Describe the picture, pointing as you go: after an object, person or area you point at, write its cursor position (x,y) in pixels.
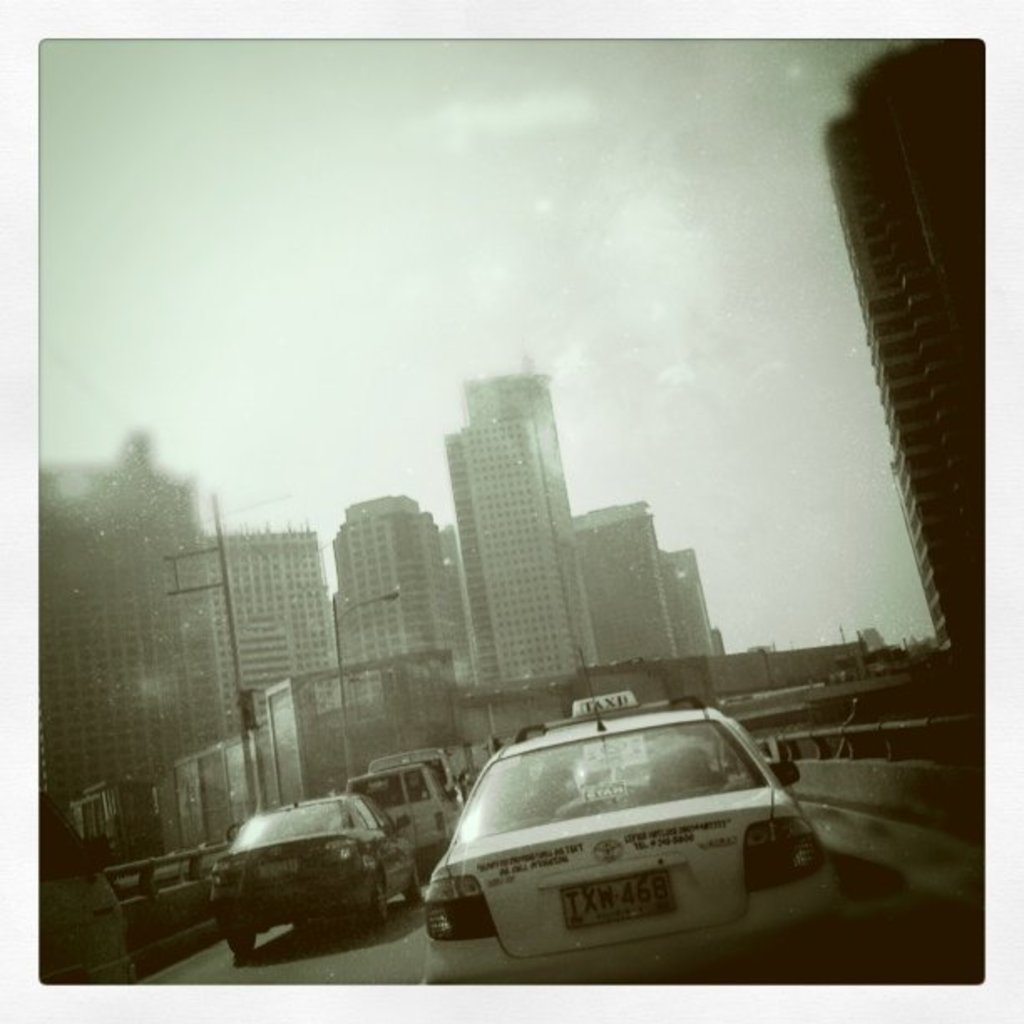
In this picture we can see vehicles (570,736) on the road (415,913), buildings (411,600), poles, some objects (277,715) and in the background (623,395) we can see the sky (518,309).
